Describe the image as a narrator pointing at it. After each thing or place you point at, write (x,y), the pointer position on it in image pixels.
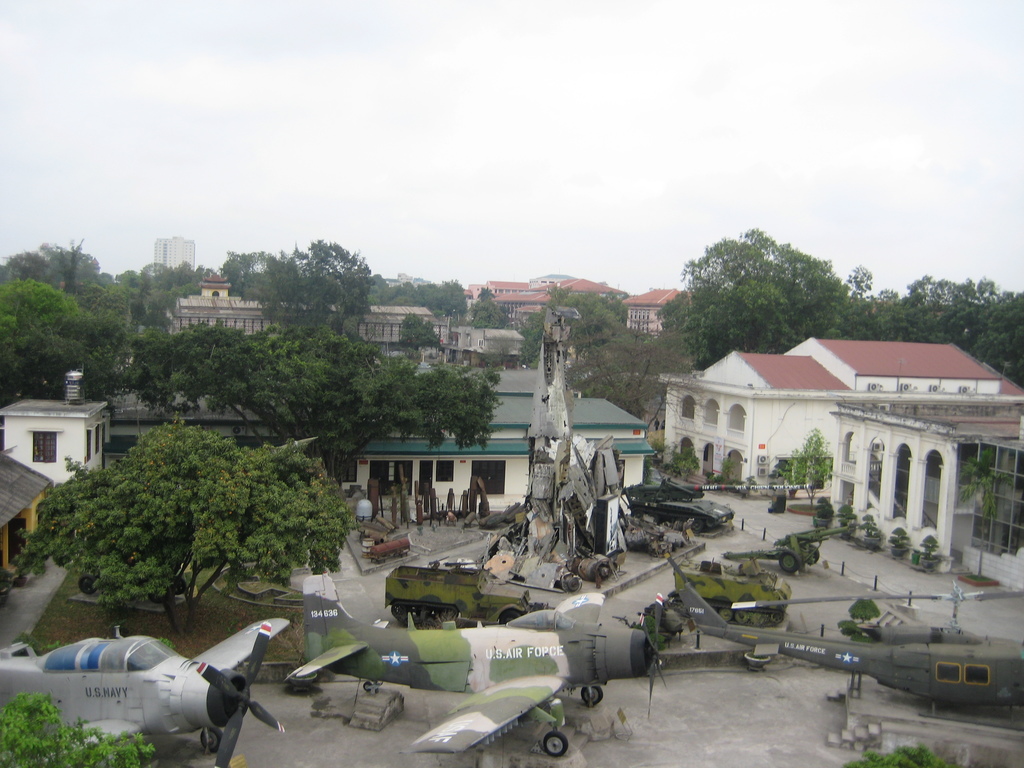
These are the 3 aeroplanes (512,677) at the down side there are trees (335,400) and here there are big houses (707,419). At the top (536,121) it is the sky (490,117).
